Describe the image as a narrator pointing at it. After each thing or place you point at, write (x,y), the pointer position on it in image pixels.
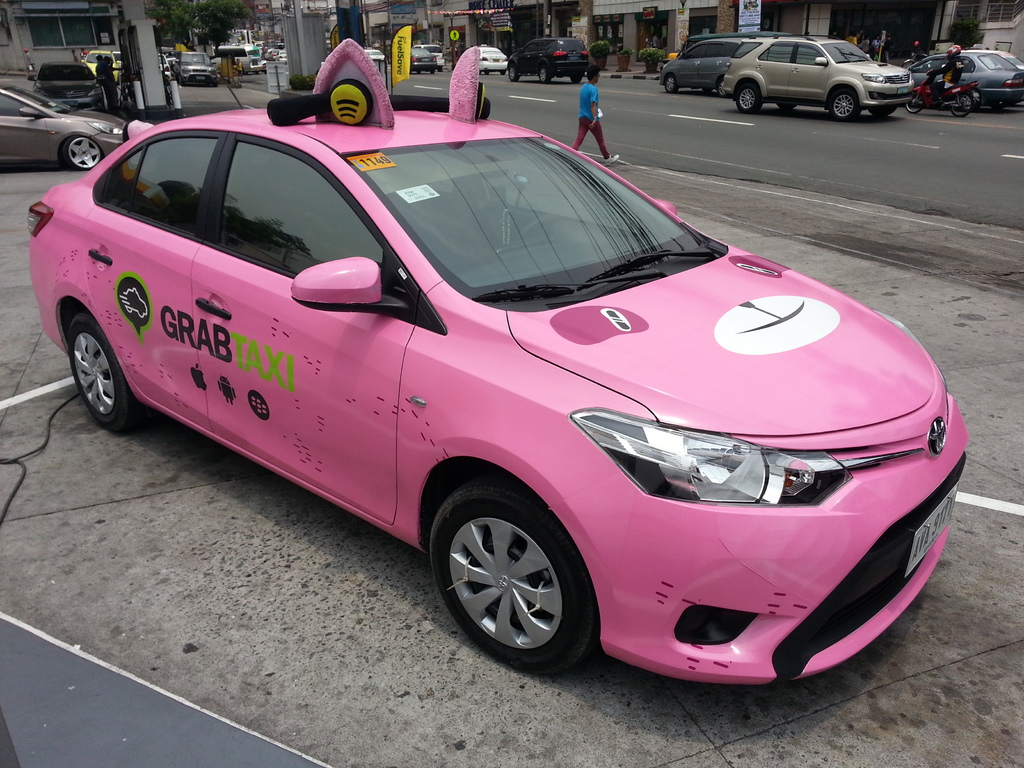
Here in this picture we can see a pink colored car (346,313) present on the road (249,492) and behind that also we can see number of cars (879,100) present on the road (910,134) and we can see some people (595,133) standing and walking on the road (254,102) and we can see stores (541,17) present on either side of the road (612,79) and we can also see plants (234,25) and trees (195,27) present.
